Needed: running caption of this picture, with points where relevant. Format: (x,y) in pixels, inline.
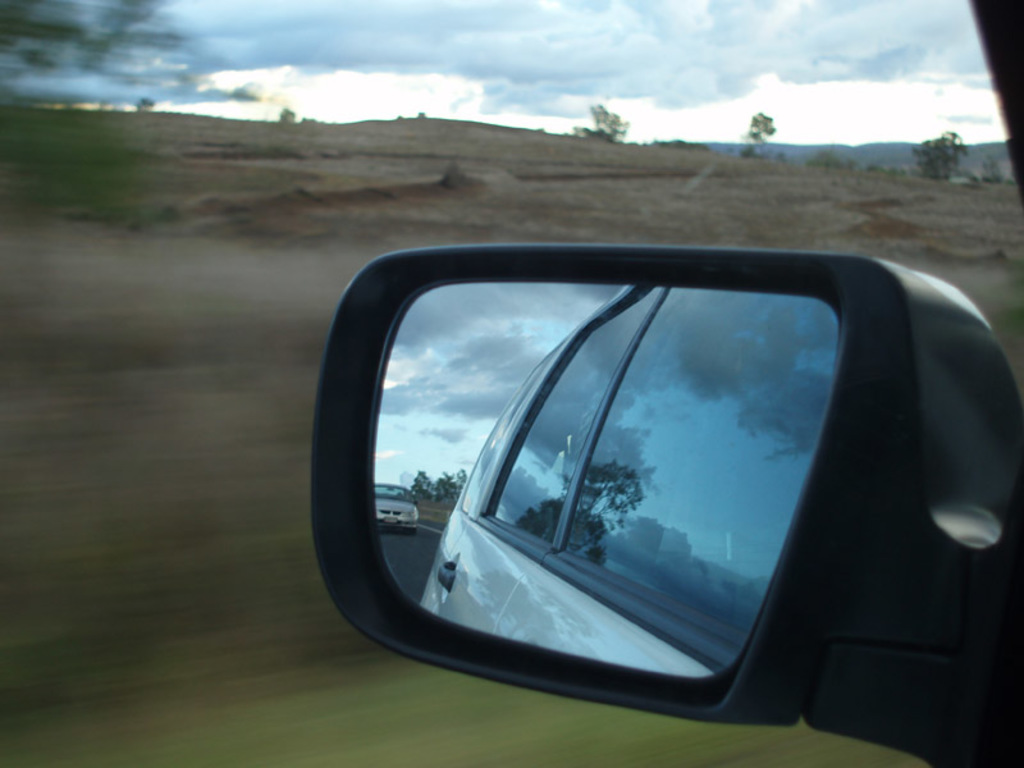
In this image there is the sky (484,74), there are clouds (477,56) in the sky (531,62), there are plants (931,147), there is a mirror (503,548), there are vehicles (524,506) visible in the mirror (477,520), there is a road (430,556).
